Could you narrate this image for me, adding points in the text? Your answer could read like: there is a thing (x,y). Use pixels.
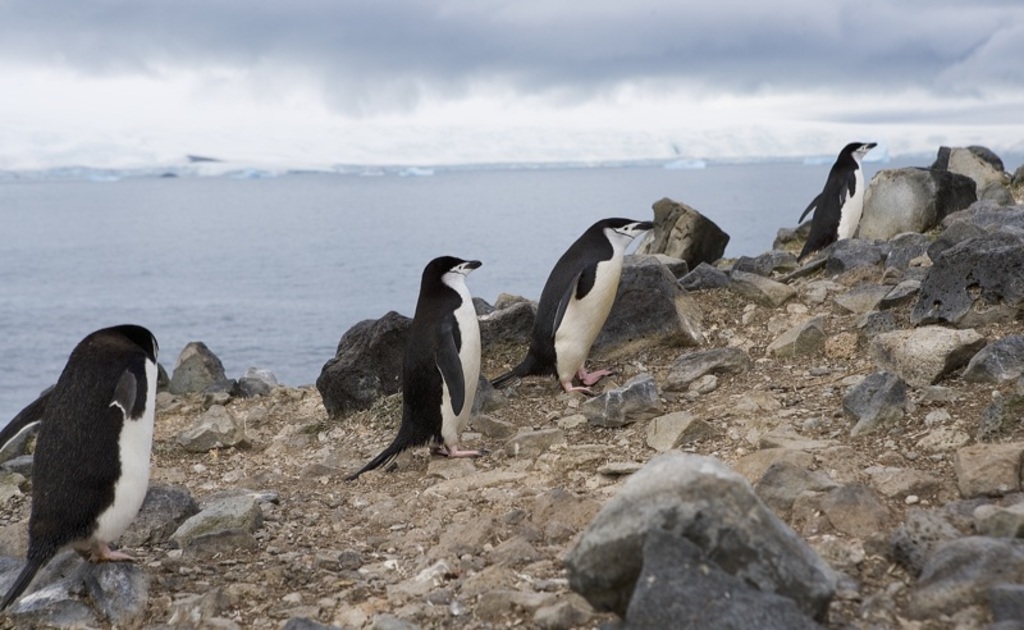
In this image there are penguins (540,369) standing on the ground (503,440). There are rocks (829,487) on the ground (152,547). Behind them there is the water (368,204). At the top (406,62) there is the sky (385,79).
